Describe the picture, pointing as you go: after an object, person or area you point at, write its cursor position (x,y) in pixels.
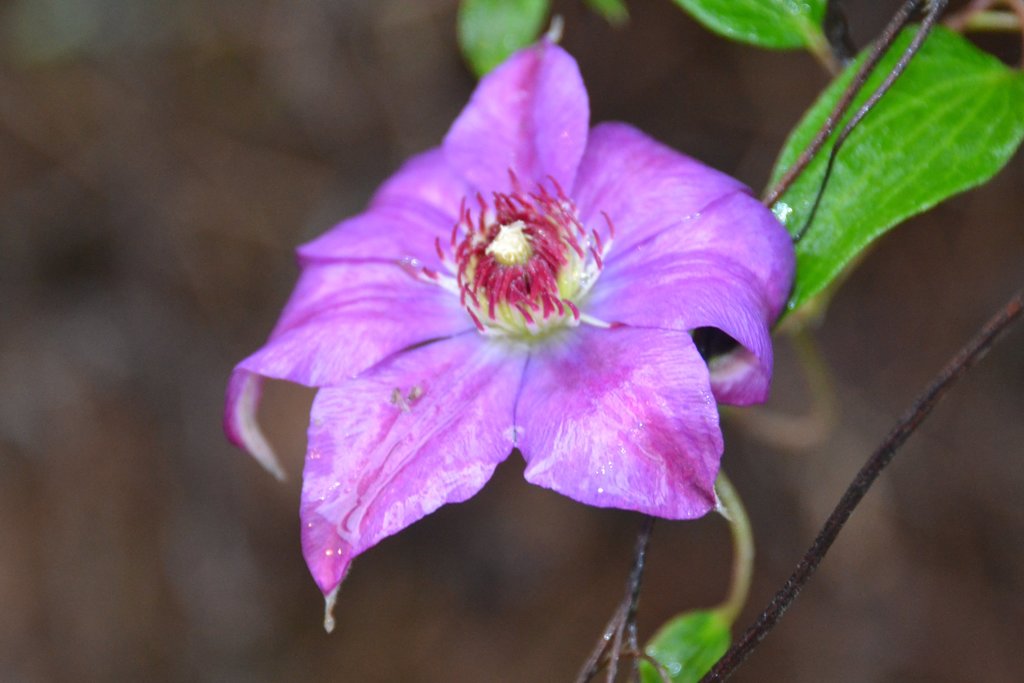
In this image I can see a purple color flower (632,265) and I can see green leaves (928,113).
